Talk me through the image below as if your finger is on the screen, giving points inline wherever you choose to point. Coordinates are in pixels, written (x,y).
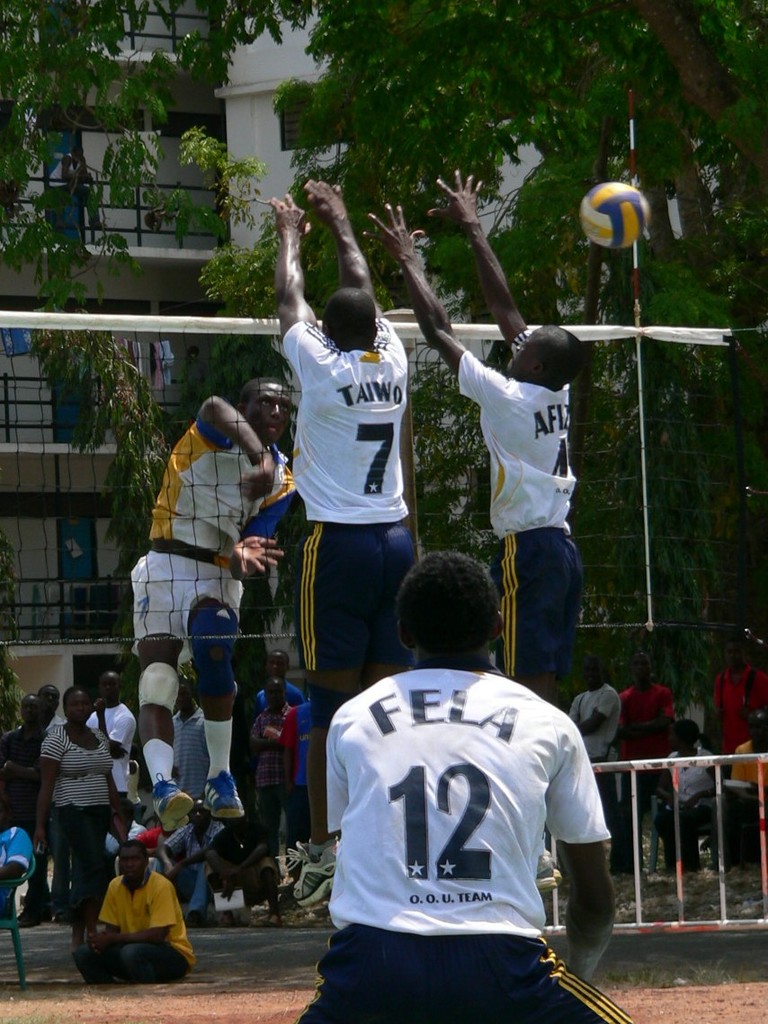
In the middle of the image (460,664) there is a man (507,805) with white t-shirt (418,749) and black short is standing. In front of him there are two persons (331,445) with white t-shirts (317,428) is in the air. In front of them there is a net (252,488). Behind the net (210,461) there is one person (183,501) in the air. In the background (198,732) there are few people (591,732) standing and few people (139,918) are sitting on the ground (193,940). And also there are many trees (220,195). Behind the trees (126,410) there is a white color building (146,342) with railings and doors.
